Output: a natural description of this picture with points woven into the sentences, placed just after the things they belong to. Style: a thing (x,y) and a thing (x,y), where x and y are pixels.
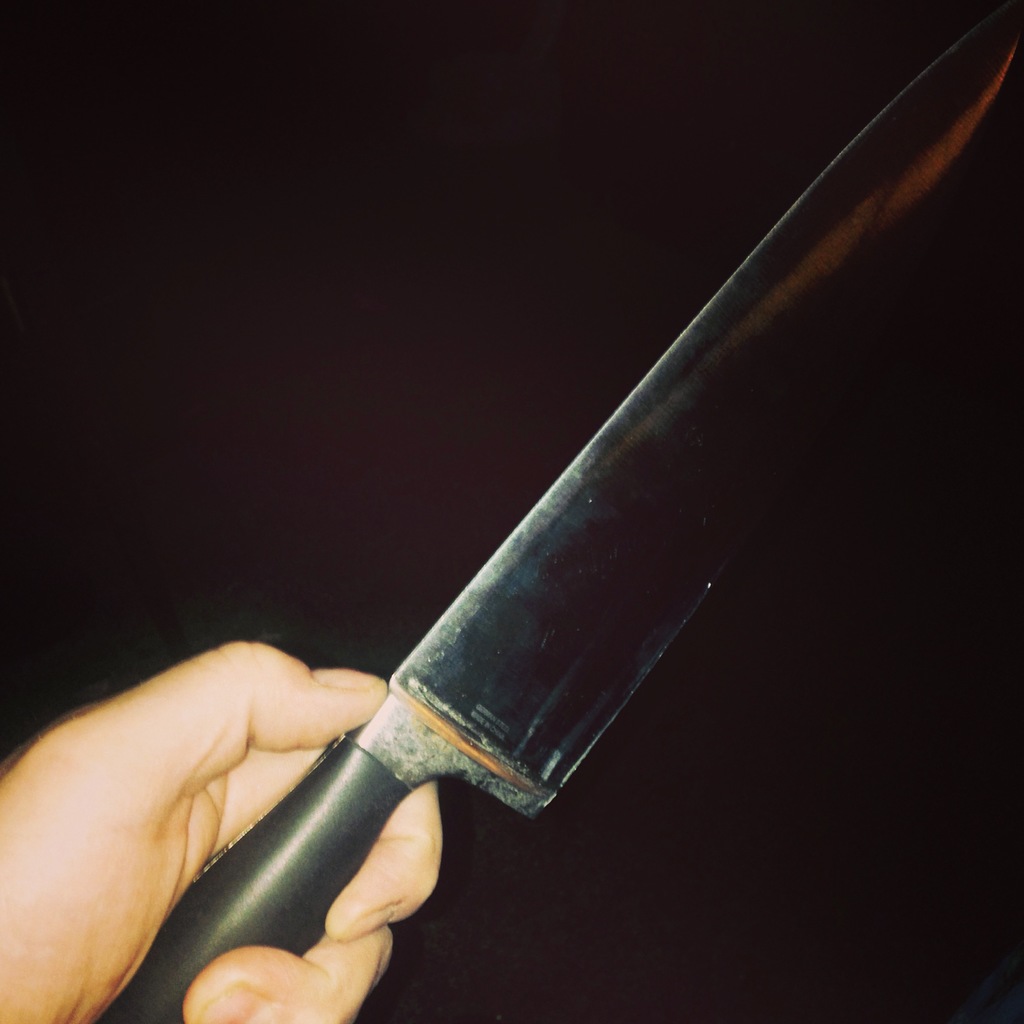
In this picture we can see a person (392,874) is holding a knife (474,688).
